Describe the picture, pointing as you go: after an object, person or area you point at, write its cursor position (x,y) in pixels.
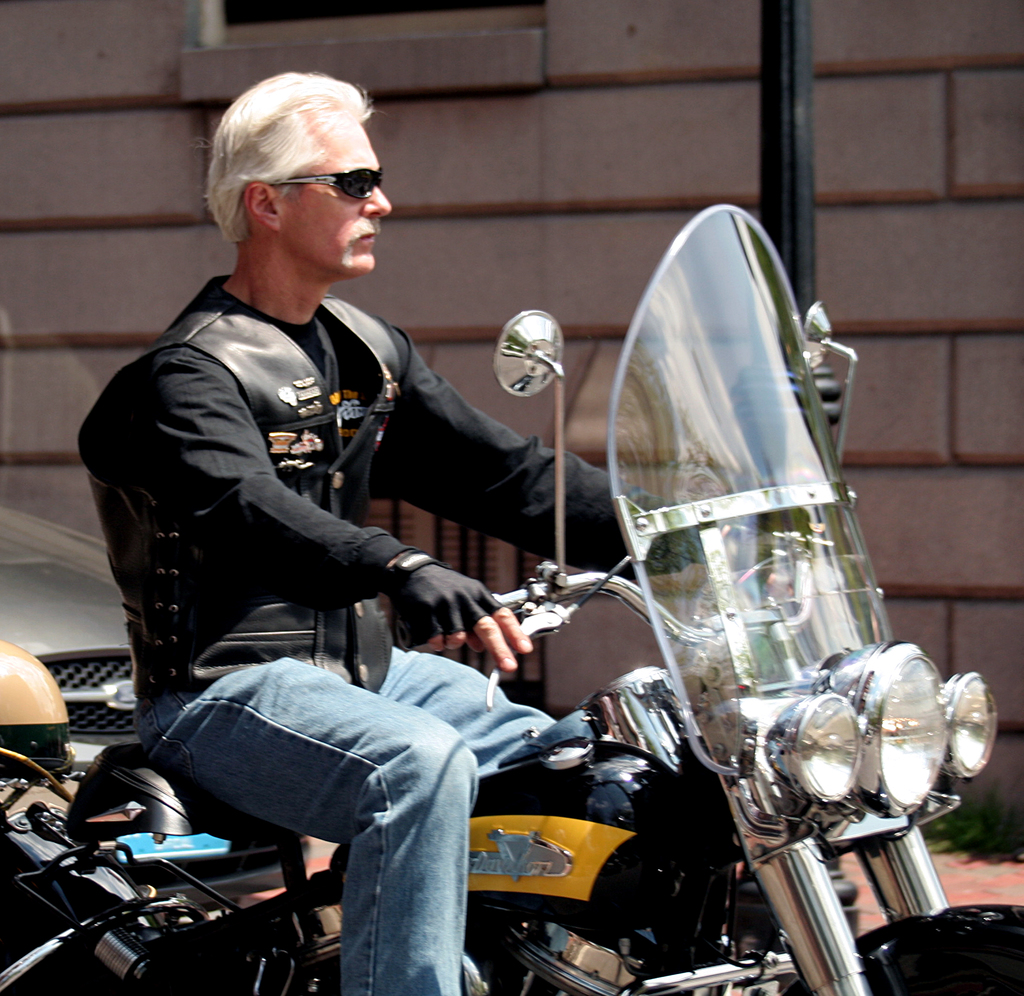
A man (356,597) is riding motorcycle (545,582) wearing glasses (348,187). In the background (811,106) we can see wall (934,116), pole (789,9) and a vehicle (70,649).
